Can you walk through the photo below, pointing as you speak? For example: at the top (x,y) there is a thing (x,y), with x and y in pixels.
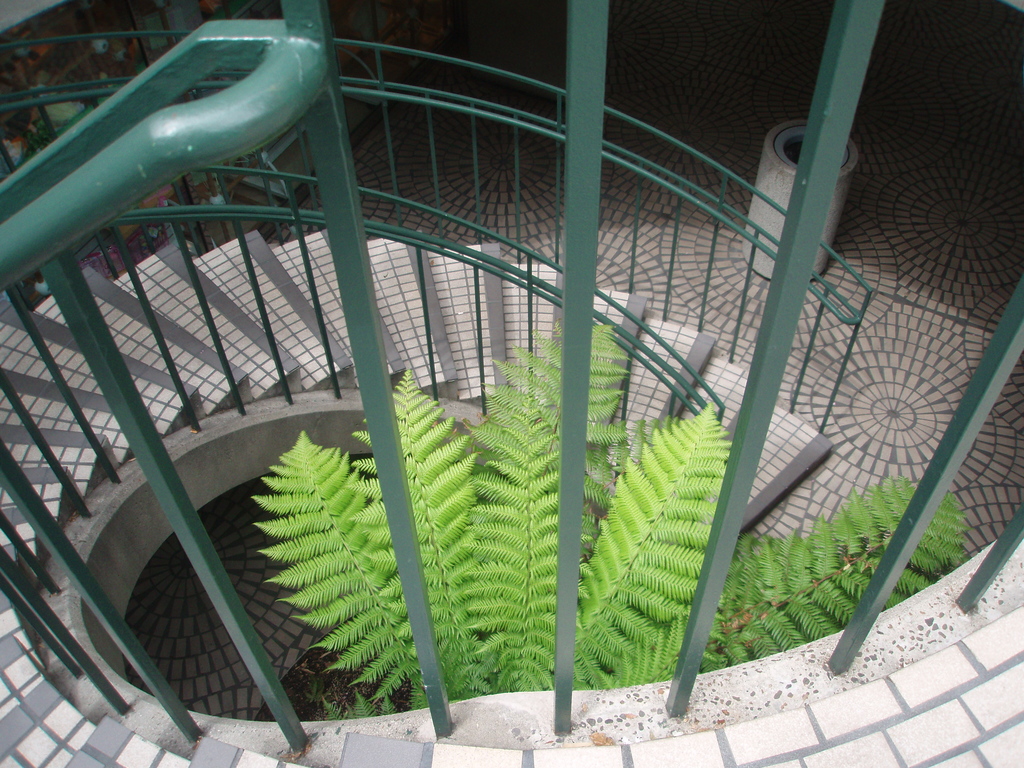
In the image there are stairs (517,335) and in between the stairs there is a tree (507,551).
